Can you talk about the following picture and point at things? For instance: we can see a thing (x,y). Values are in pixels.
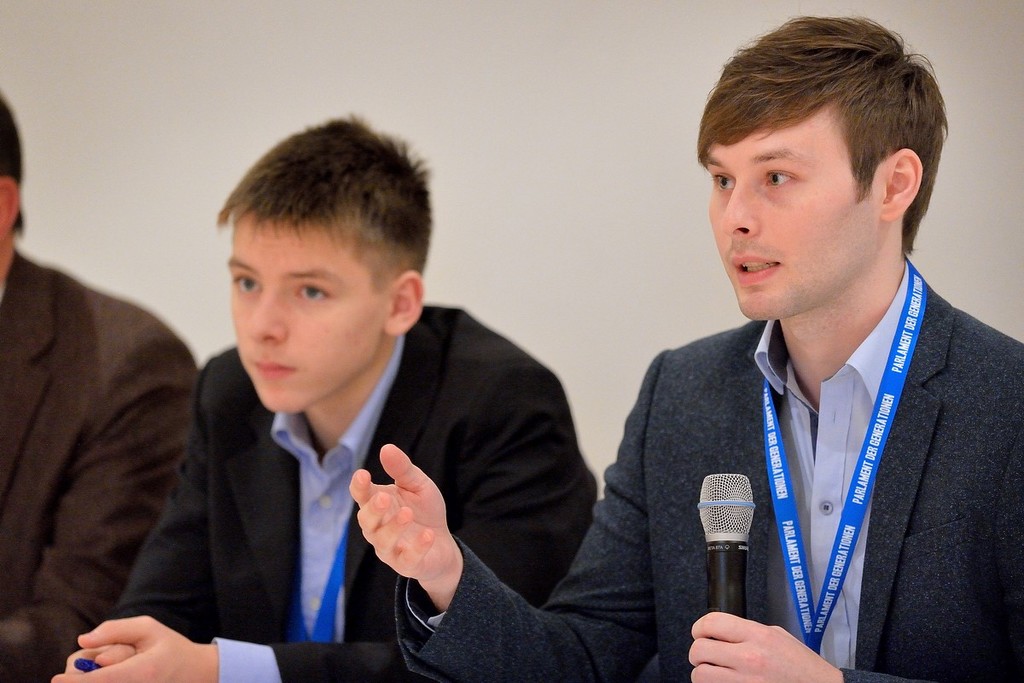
In this image i can see 3 persons (852,528), the person (842,492) on the right corner (762,505) is holding a microphone (734,602) in his hand (696,639).
